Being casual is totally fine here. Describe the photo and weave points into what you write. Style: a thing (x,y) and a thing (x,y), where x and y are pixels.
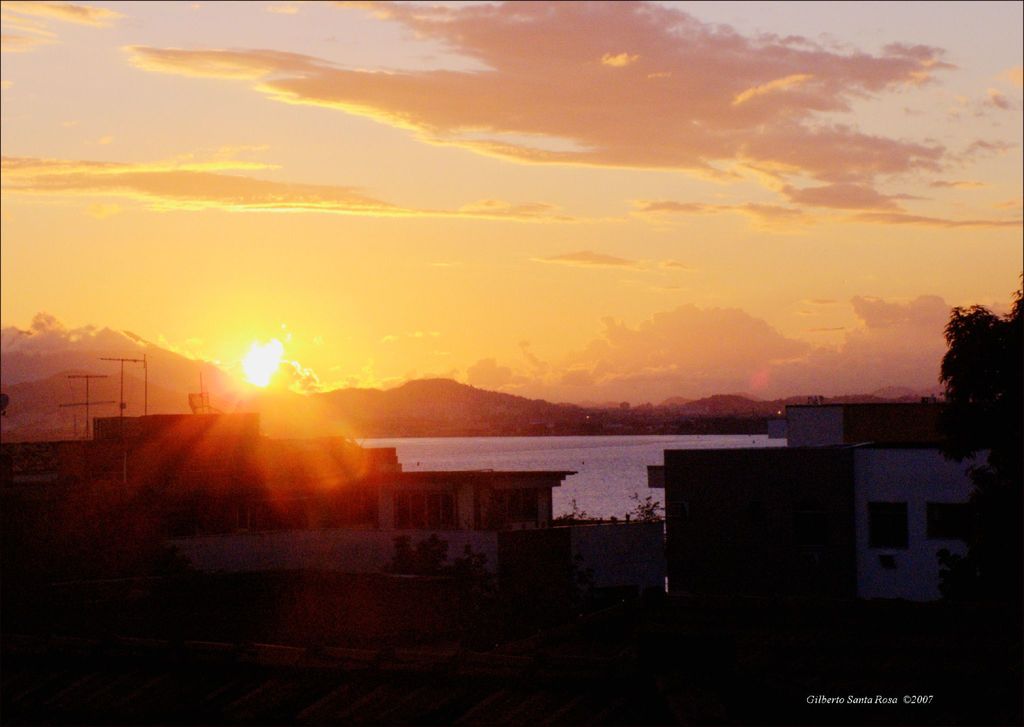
In this picture we can see buildings (409,471) with windows (891,522), trees (581,515), mountains (726,424) and in the background (503,379) we can see the sky (468,192) with clouds (483,378).
